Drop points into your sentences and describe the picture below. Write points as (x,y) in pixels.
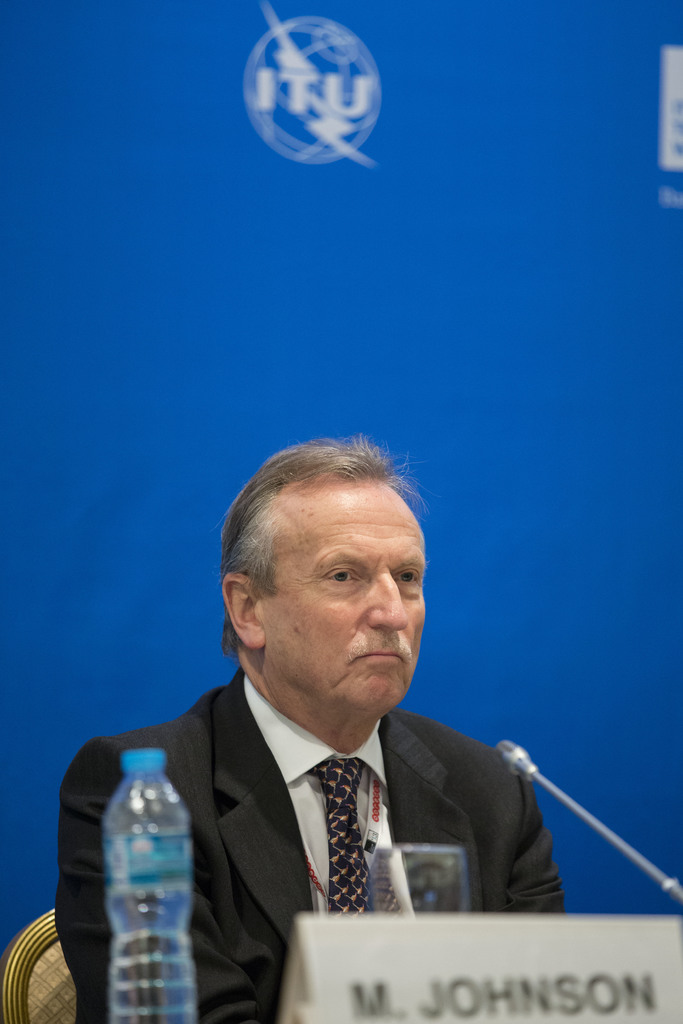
In this image we can see a man (256,730) who is sitting on the chair (55,977). In front of him there is a water bottle (143,906), name plate (462,990) and a mic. On the background (546,312) we can see a blue color banner (415,226).
